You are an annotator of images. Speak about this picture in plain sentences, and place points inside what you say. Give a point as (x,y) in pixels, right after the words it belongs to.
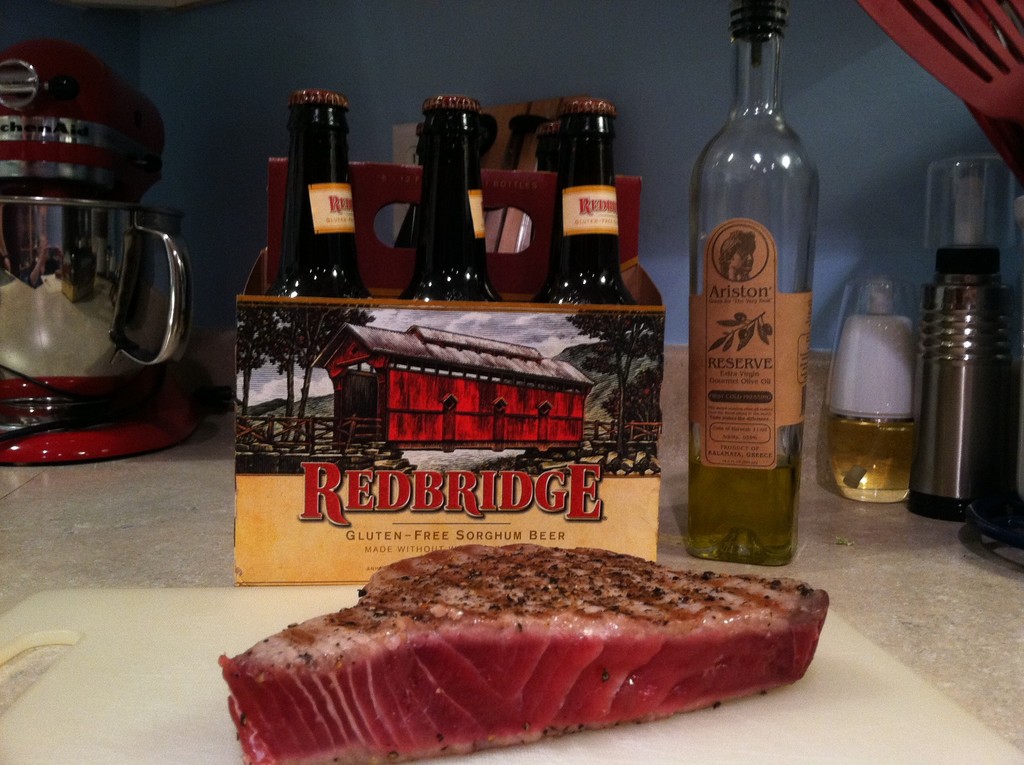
In this picture we can see meat (664,655) and pepper powder (535,599) on it. We can see bottles (464,274) in a box (511,359) and bottles (789,360) on the table (840,505). This is a mixer (67,290). On the background (398,41) we can see a wall (442,29).
